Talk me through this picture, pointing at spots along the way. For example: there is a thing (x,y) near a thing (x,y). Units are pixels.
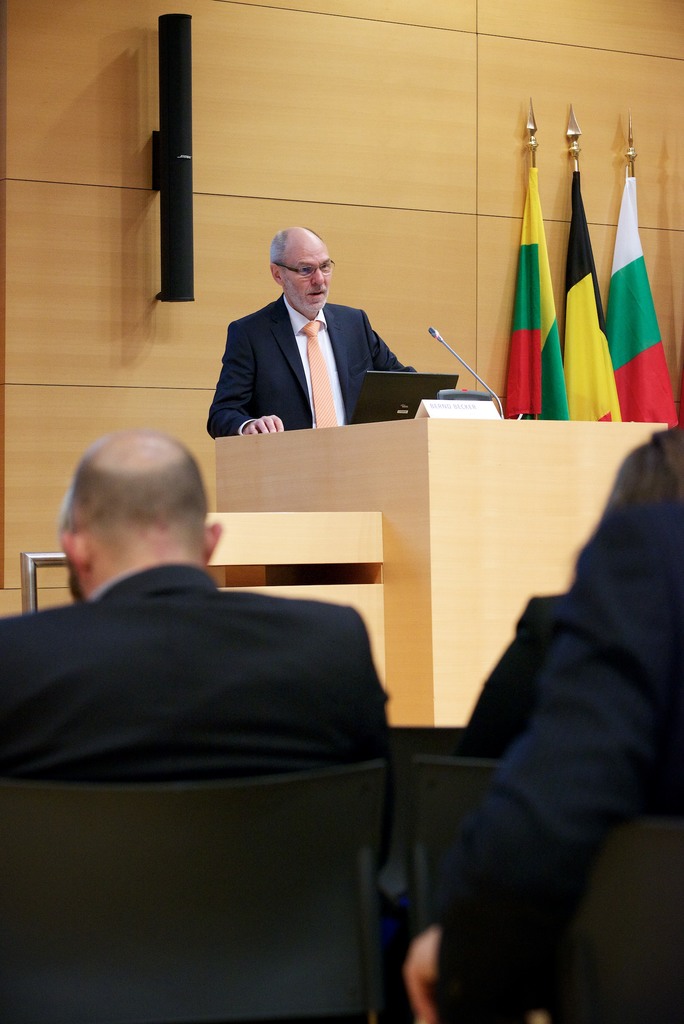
In this picture can see a man (319,327) wearing spectacles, blazer (346,362), tie (314,347) and he is standing near to a podium (445,456). On the podium (388,466) we can see a laptop (412,382), mic (470,371) and a board (479,406). In the background (525,271) we can see flags (623,281). We can see people (621,693) sitting on the chairs (167,808).
